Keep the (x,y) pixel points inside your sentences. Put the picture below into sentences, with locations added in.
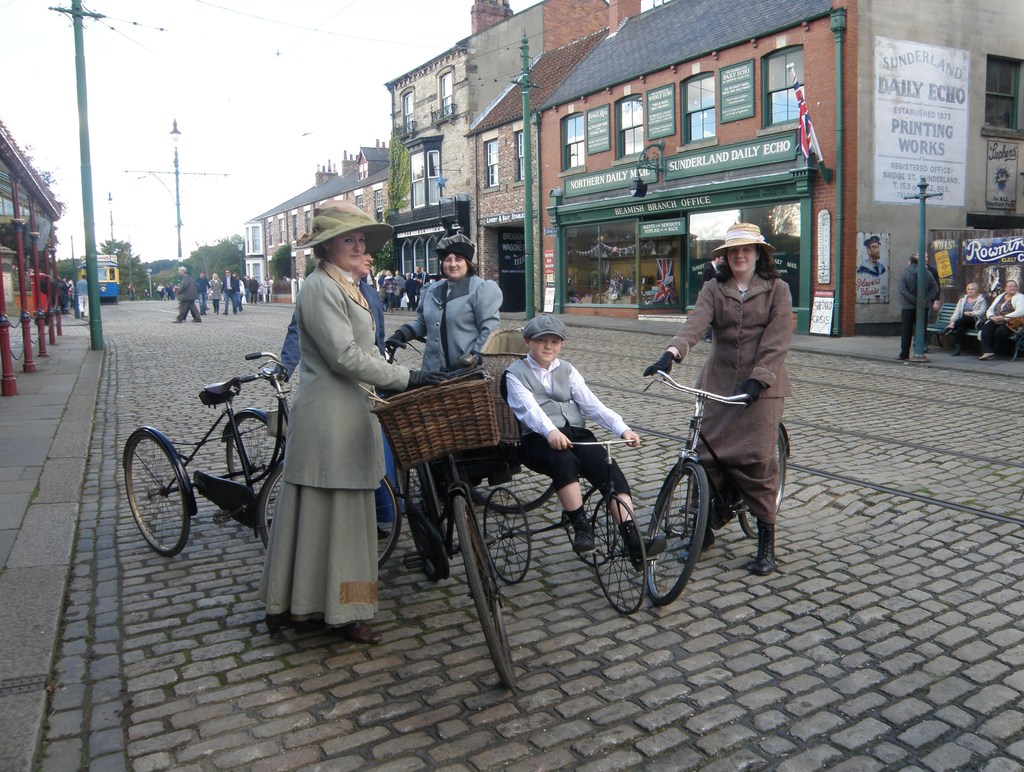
In this picture we can see a group of people (753,283) standing with bicycles (491,497), for that bicycles (451,493) we have basket (481,432) and this are on the road (141,376) and in the background (544,117) we can see houses (580,136) with windows (780,209), pipes (841,134), flag (802,114) and two persons (964,311) are sitting on the bench (951,311) and here the persons (215,279) are walking on the road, trees (124,258), sky (158,119), pole (83,70) and this is a footpath (38,373).
